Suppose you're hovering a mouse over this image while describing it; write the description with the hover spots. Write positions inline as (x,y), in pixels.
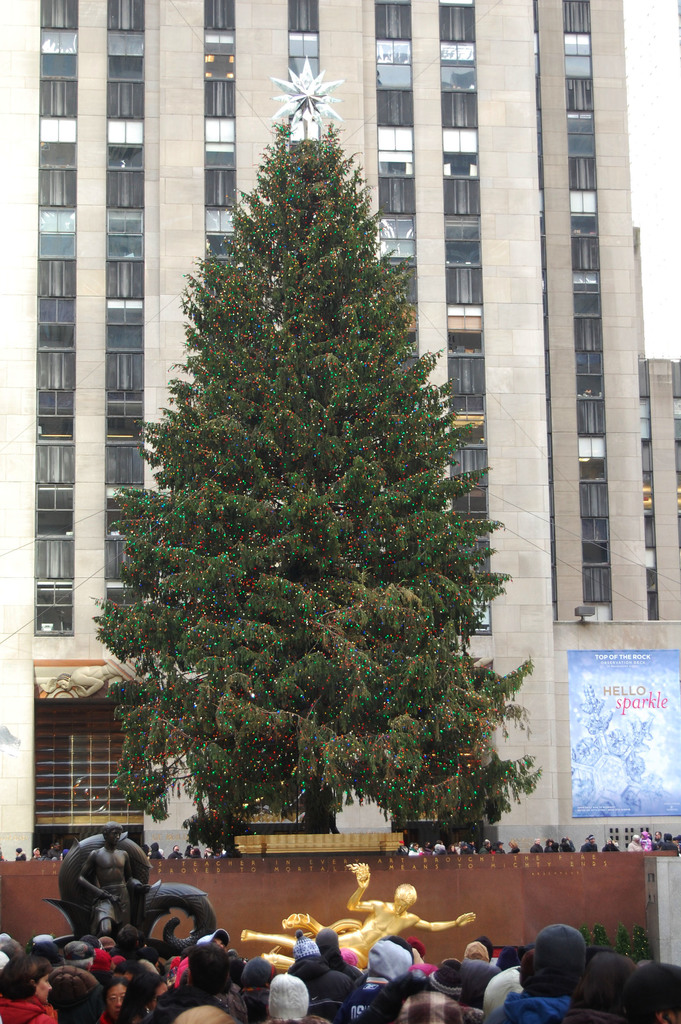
In this image in the center (248,447) there is one tree (293,696), and at the bottom (351,987) there are some people (377,990) and some statues (92,902) and a wall (602,878). On the right side (652,715) there is one board (658,749), and in the background (105,432) there is a building (39,156).
